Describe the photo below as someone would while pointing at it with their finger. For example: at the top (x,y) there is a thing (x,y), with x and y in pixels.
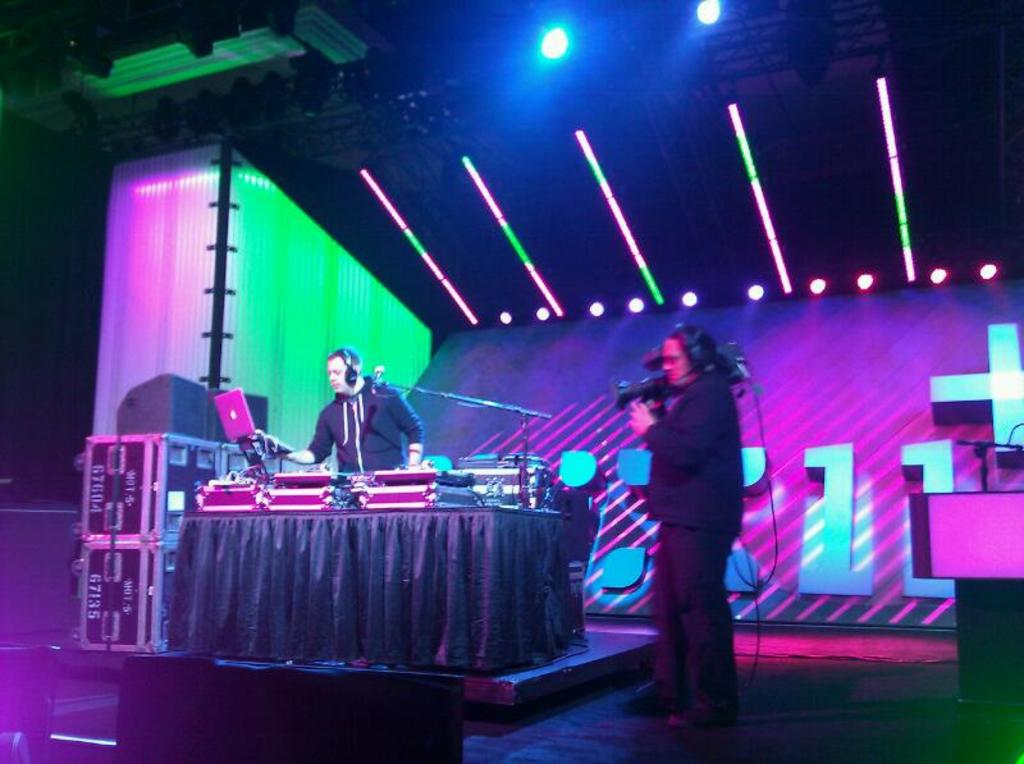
In this image there is one person (688,485) who is holding a camera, and there is another person (351,401) who is wearing a headset (347,365). And there is one table (390,531), on the table (498,622) there are some sound systems (400,485), speakers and one laptop (245,432). And in the background (499,340) there is a screen (780,488) and some lights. At the bottom (94,720) there are lights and stage (868,707), and on the right side (982,459) there is a mike (968,444). At the top (546,89) there is ceiling (525,84) and some lights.
